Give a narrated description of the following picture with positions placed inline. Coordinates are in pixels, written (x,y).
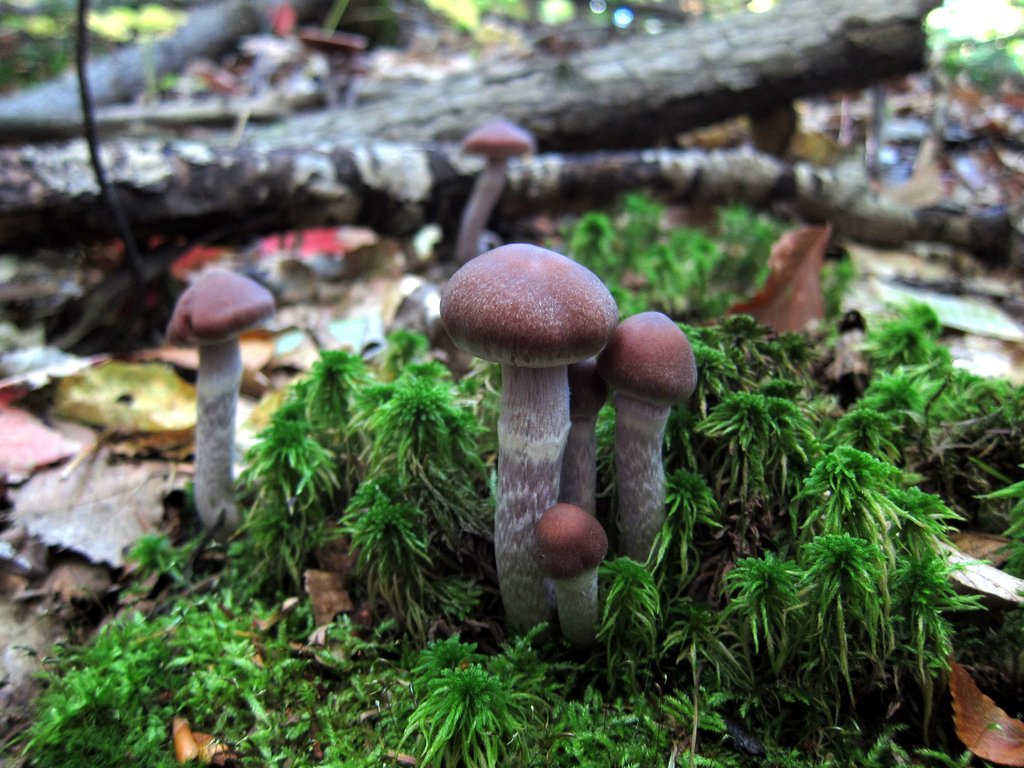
This image is taken outdoors. In the middle of the image (544,431) there are a few mushrooms (233,350) on the ground (498,231). In the background (504,213) there is a ground (853,309). There are many dry leaves (228,250) on the ground (956,300). There are a few barks (434,122) on the ground (844,153). At the bottom of the image (233,707) there is moss (848,633) on the ground (787,498).
